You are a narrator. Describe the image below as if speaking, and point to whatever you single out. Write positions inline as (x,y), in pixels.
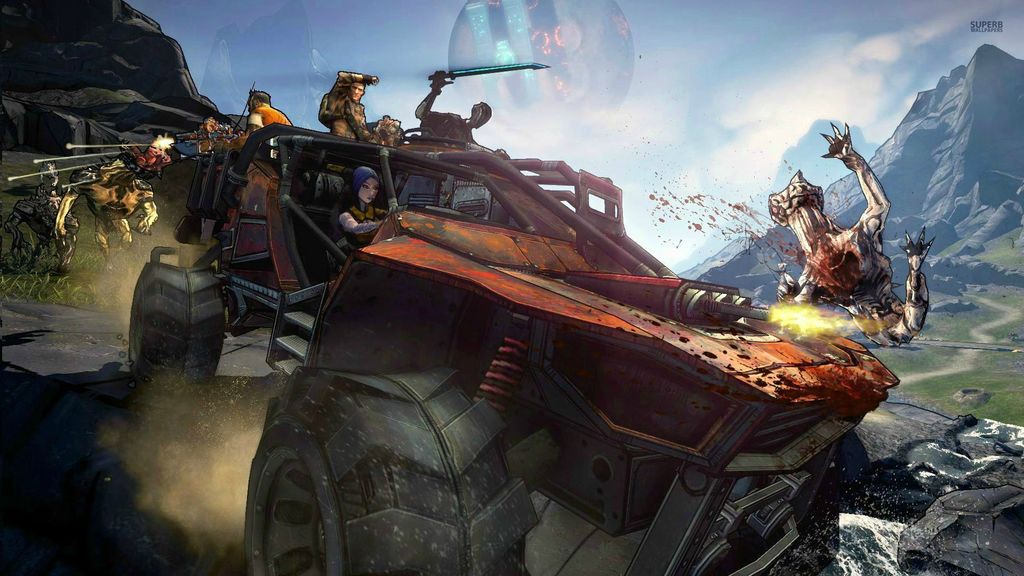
Here this is an animated image, in which we can see some cartoon characters (147,190) present and we can also see vehicle (212,341) present and we can see mountains (79,115) present.
